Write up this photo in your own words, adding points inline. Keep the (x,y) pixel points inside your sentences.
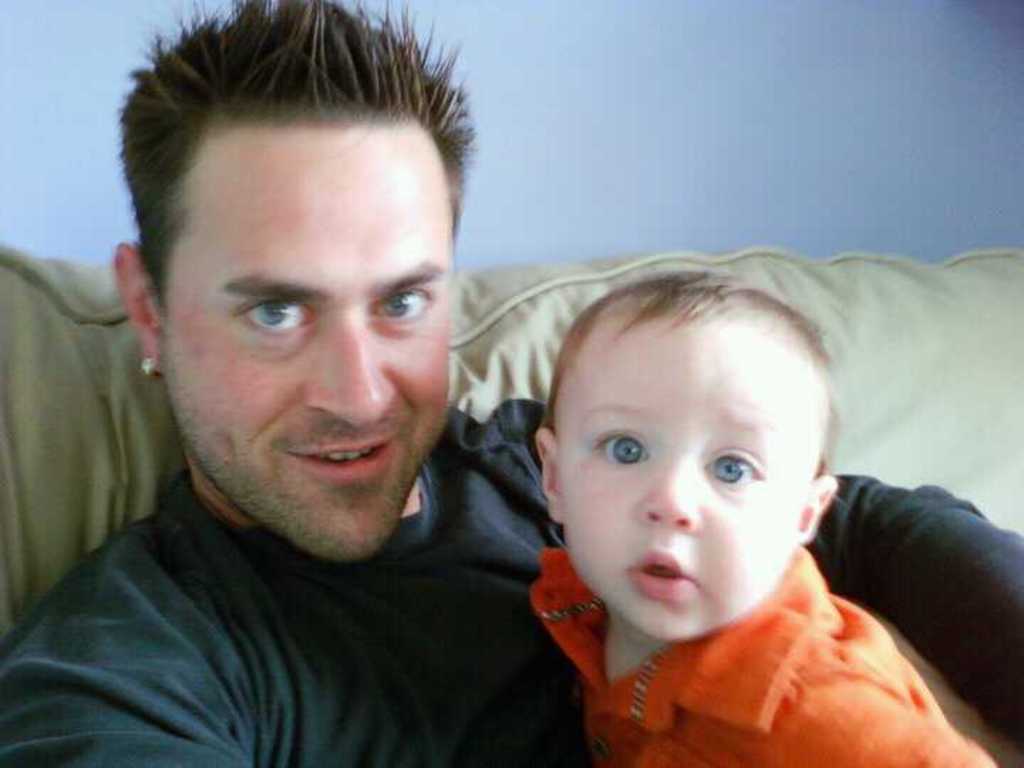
In this picture I can observe a man (295,213) and baby (551,504). Man (434,603) is wearing black color T shirt (407,638) and the baby (596,648) is wearing an orange color shirt (668,665). In the background (692,184) there is a wall (530,102).
